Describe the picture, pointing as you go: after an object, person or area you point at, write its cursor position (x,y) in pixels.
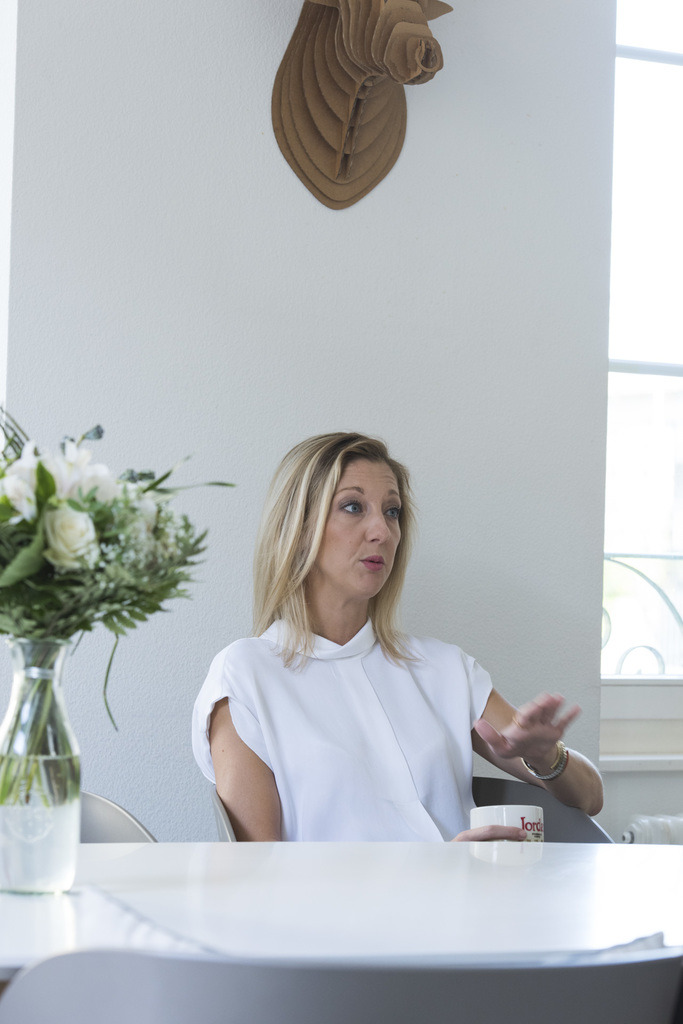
This image is clicked inside a room (152,747). There is a woman (367,472) sitting and she is wearing a white dress (299,818). In front of her there is a table (323,913) in white color, on which a plant (18,544) is kept. In the background (77,222) there is a wall (461,261) on which a showpiece (374,49) is kept.
